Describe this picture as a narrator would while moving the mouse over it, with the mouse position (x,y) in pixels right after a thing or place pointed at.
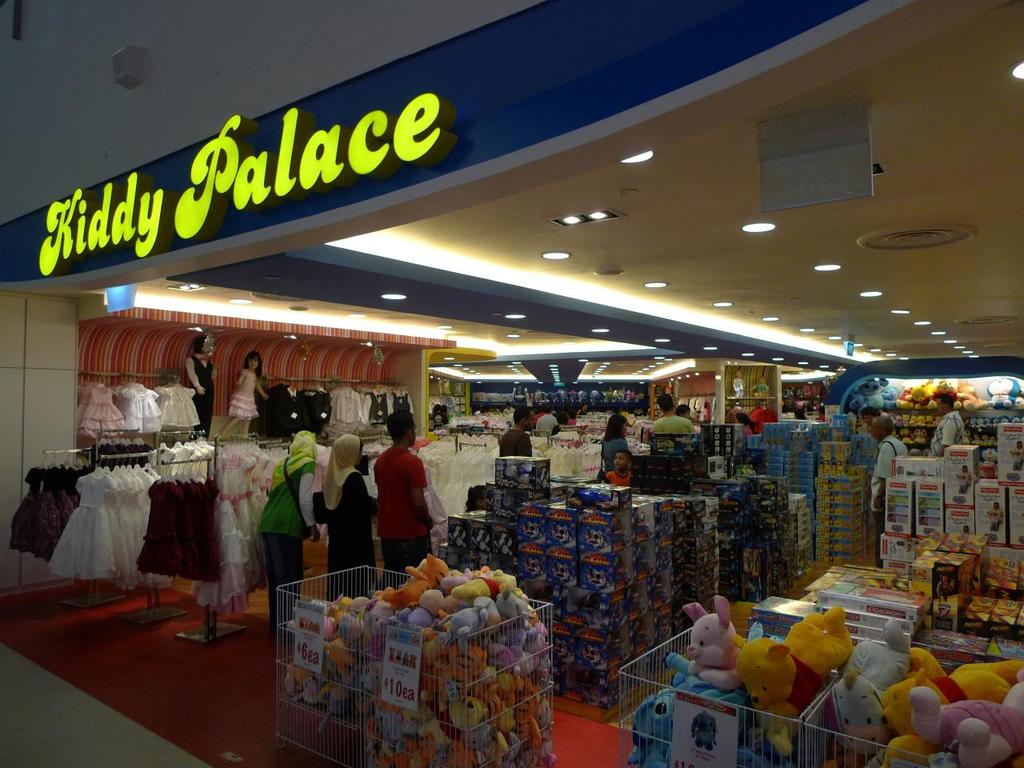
This is an inner view of a shop (529,523), we can see there are some persons (331,460) and some dolls (470,590), some dresses (201,477), and other objects (691,544) are present as we can see in the middle of this image (515,437). There are some lights (398,241) arranged to the roof (889,303), and there is some text board (213,153) placed at the top of this image (412,148).
